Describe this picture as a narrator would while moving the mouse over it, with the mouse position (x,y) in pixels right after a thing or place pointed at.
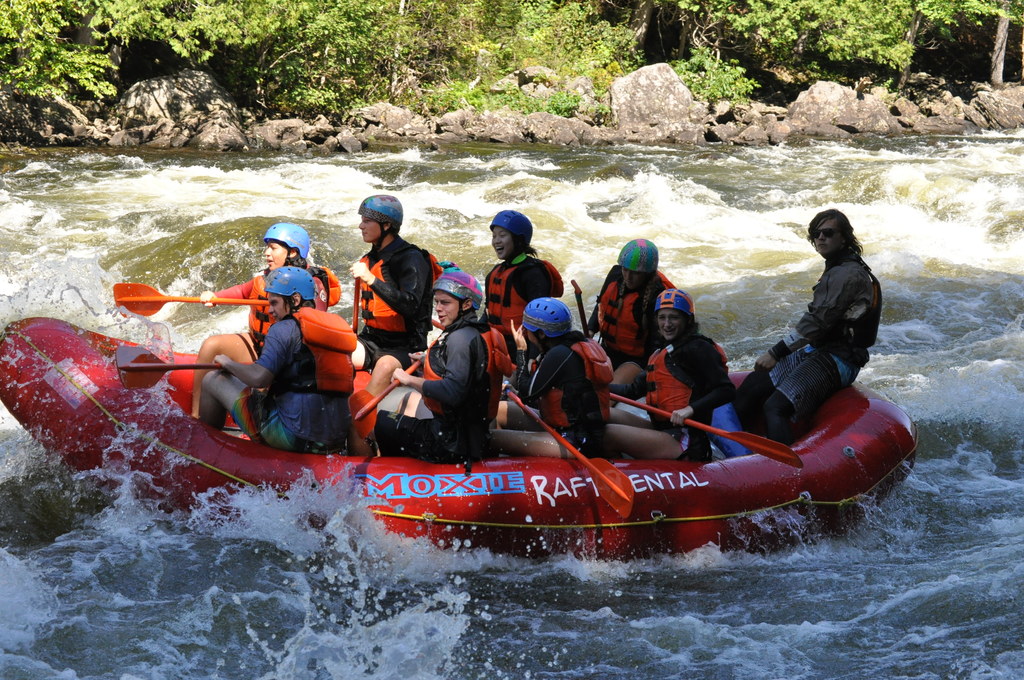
In the foreground of the picture (108,562) we can see a water body (488,154). In the middle of the water (964,181) we can see people (505,360) in a boat (804,419) doing rafting. At the top (458,98) there are trees (391,93), rocks (587,85) and other objects (572,74).
